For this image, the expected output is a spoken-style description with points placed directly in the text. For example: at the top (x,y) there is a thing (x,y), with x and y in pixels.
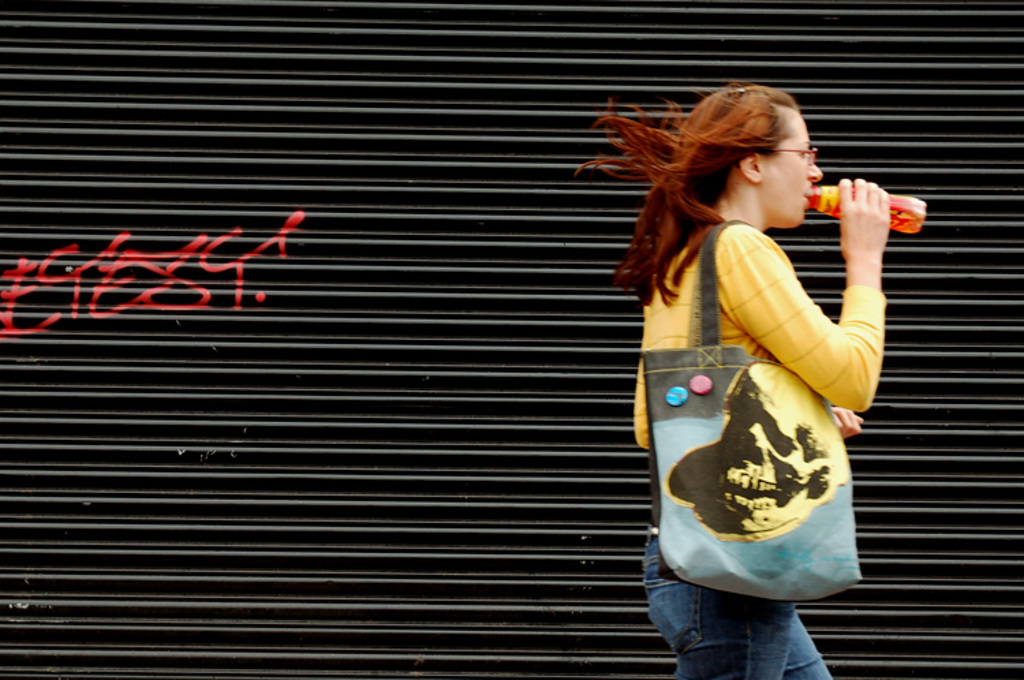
In this picture we can observe a woman (681,318) wearing yellow color T shirt (768,308) and a bag (688,402) on her shoulder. She is holding a water bottle (907,216) in her hand (859,201). In the background (360,540) we can observe a black color shutter (286,164) on which there is a red color paint (114,264).
